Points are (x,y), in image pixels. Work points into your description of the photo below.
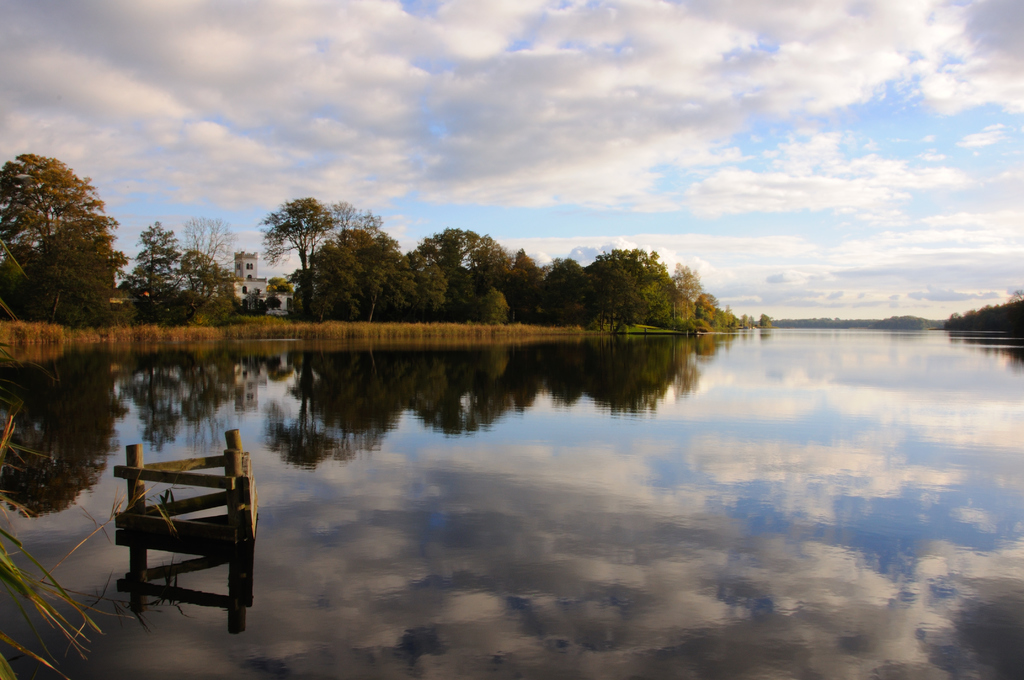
In this image I can see water (780,397) in the centre (618,438) and on the both side of it I can see grass (332,336) and number of trees (57,299). I can also see a building (289,300) on the left side (256,283) and in the front (116,522) I can see a wooden thing (216,524) on the water (259,476). In the background (755,211) I can see clouds (533,104) and the sky (395,62).
